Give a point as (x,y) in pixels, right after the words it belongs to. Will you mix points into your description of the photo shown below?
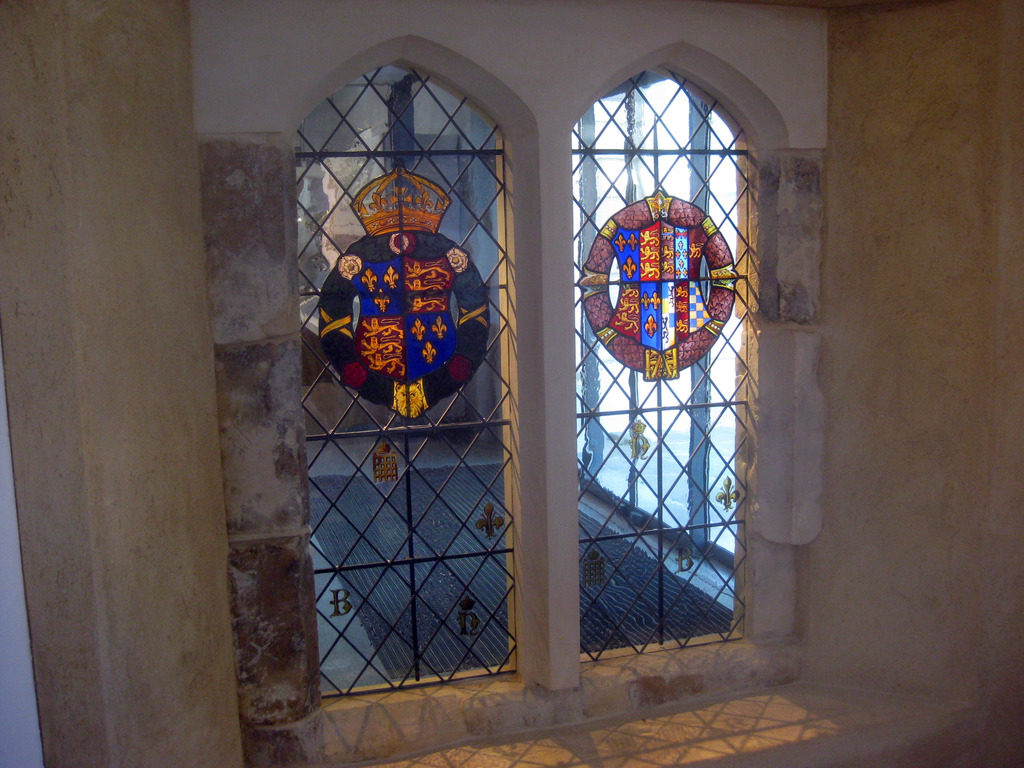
In this picture I can see windows (447,533) with glass paintings (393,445). I can see iron grilles (341,94) and some other objects (642,583).
